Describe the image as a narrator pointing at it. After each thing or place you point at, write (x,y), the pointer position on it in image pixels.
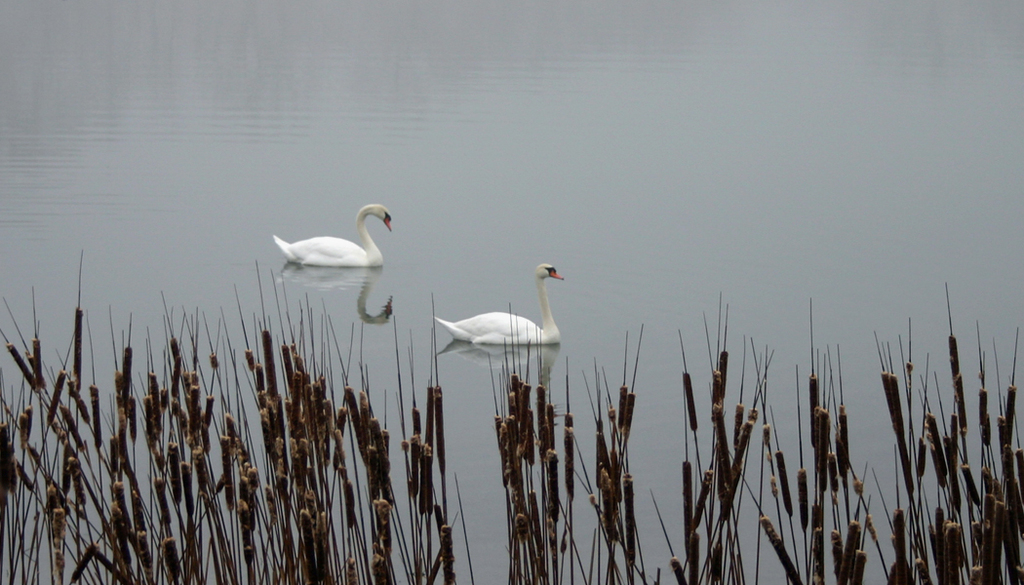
In this image I can see the plants (339,428). To the side of the plants (436,404) I can see two birds (472,333) on the water (305,98). These birds (491,323) are in white color.
